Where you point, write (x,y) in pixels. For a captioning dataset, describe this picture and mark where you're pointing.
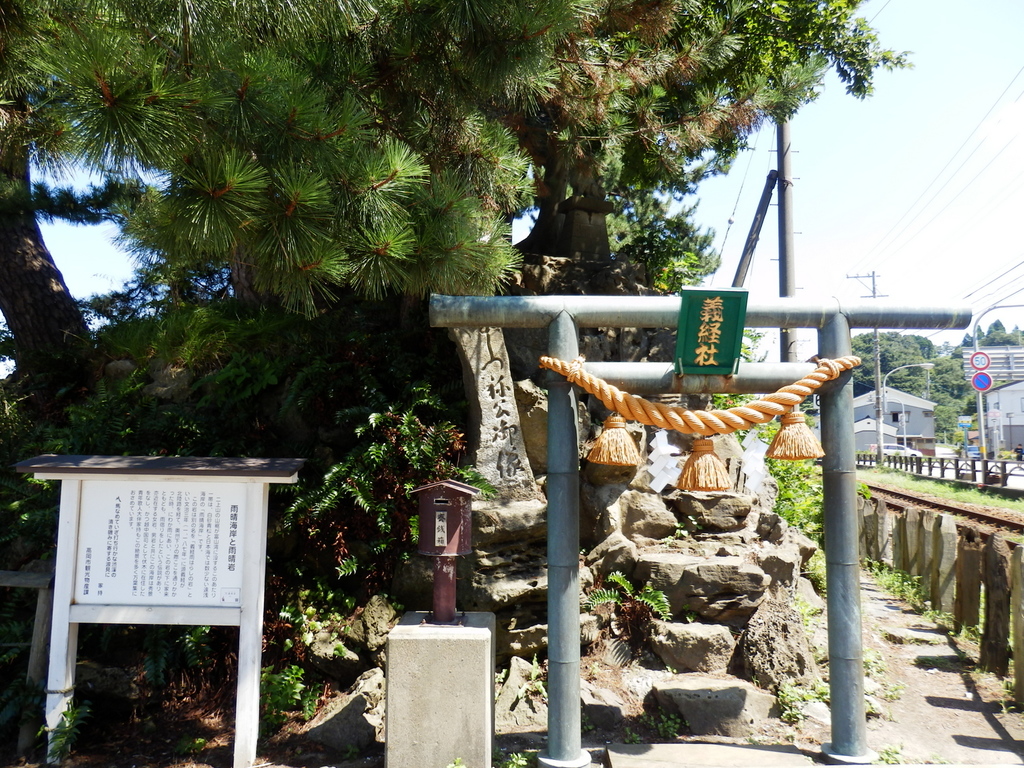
In this picture there is a pipe arch (836,333) with brown color big rope (618,413). In the front (713,369) there a green board (726,363) on which something (716,352) is written in the Chinese language. Behind there are some trees (169,260). On the right side (918,464) there is a fencing grill (920,464), some houses (906,443) and trees (890,382).
